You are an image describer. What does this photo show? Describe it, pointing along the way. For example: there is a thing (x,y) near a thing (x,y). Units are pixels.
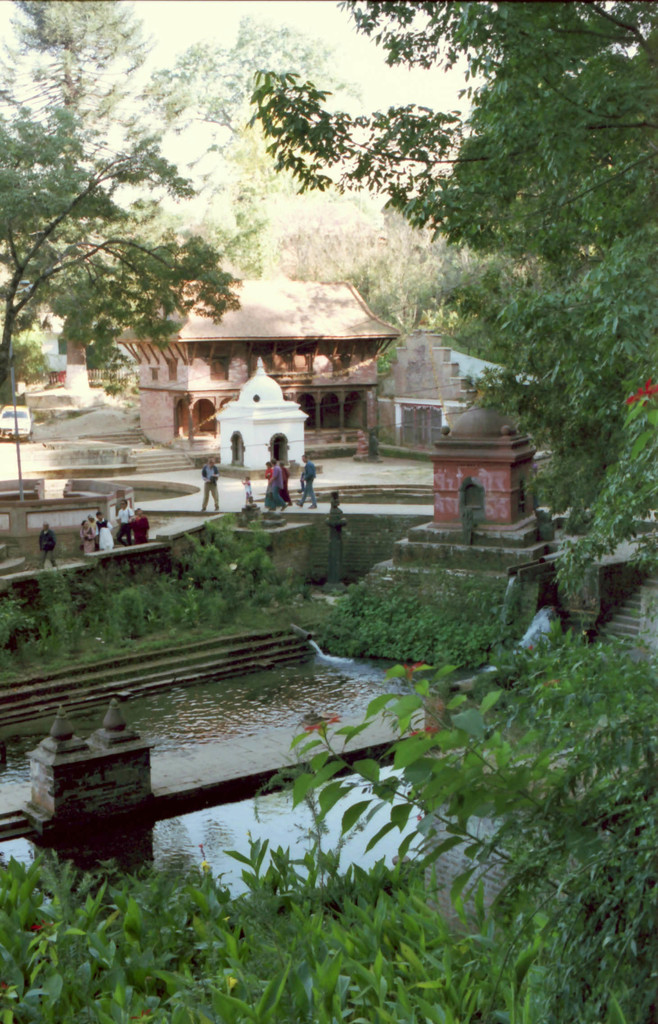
In this image, we can see a lake (167,740). There is a building (264,353) in the middle of the image (232,366). There is a tree (104,331) in the top left (79,179) and in the top right of the image (565,263). There are some leaves (410,909) at the bottom of the image (294,943).
